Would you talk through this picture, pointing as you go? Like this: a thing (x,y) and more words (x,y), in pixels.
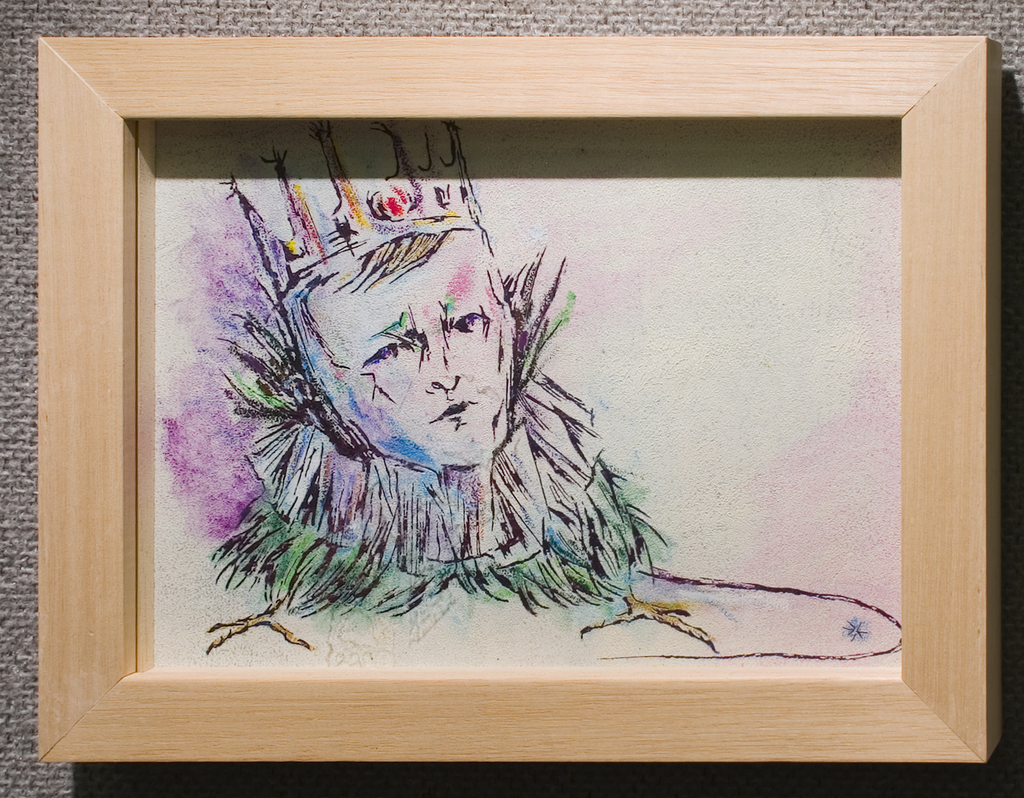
This picture is consists of a portrait (215,378) in the center of the image (513,285).
